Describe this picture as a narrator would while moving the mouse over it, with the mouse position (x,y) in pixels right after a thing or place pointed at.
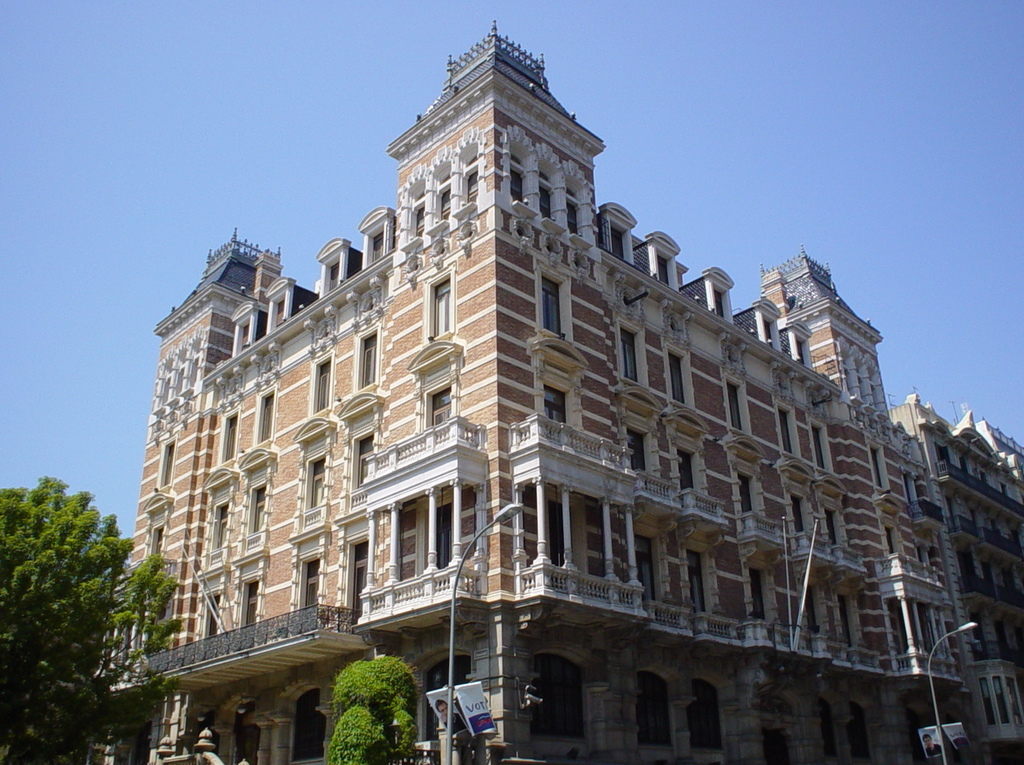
In this image there is a building (559,525) in the middle of this image (544,492). There are some trees (47,623) on the bottom left side of this image (25,681). There are some poles (447,701) as we can see in the bottom of this image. There is a sky (189,130) on the top of this image (250,90).
